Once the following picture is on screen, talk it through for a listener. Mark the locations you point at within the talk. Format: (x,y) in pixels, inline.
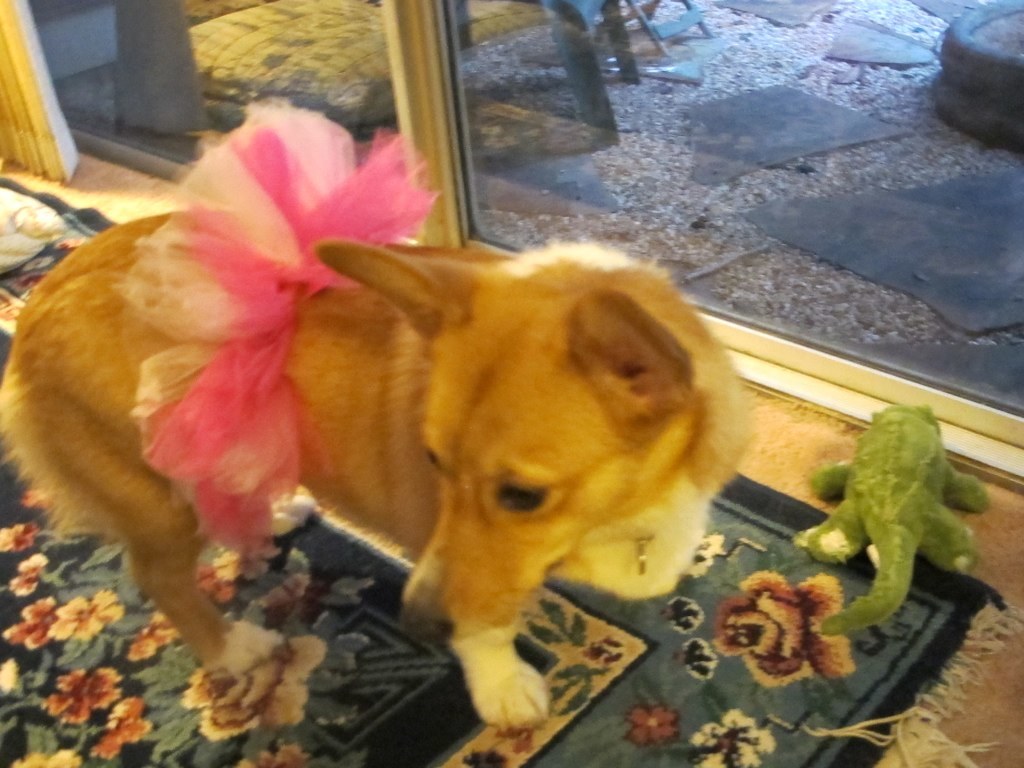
In this picture we can see a dog (350,415) in a costume (247,288). On the carpet (356,690), there are toys (890,509). Behind the dog (354,397), there is a glass door (502,97) and some objects (558,24). In the top left corner of the image (6,97), it looks like a curtain (22,128).
